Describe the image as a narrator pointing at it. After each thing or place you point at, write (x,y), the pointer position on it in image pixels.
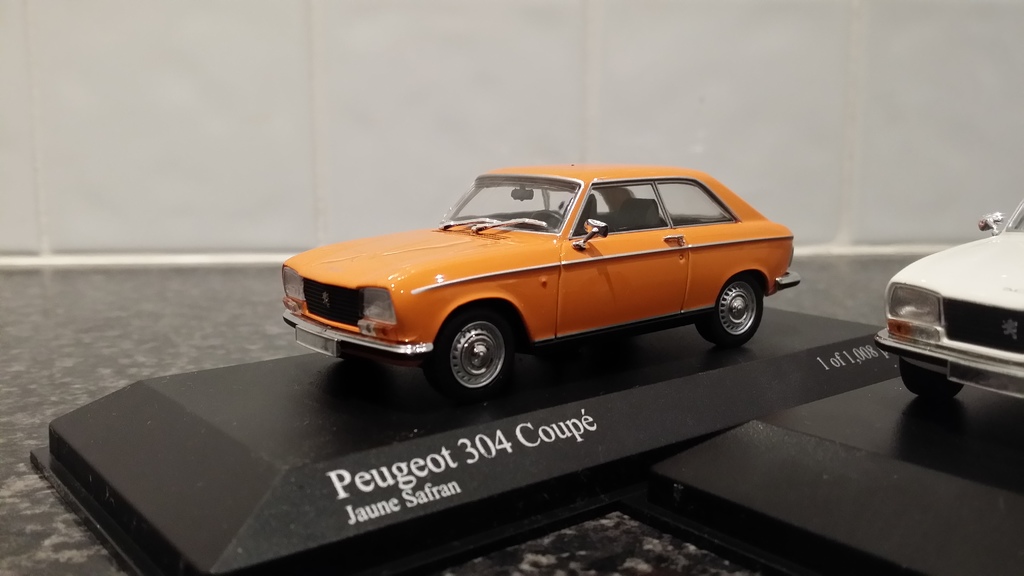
In this image there are two toy cars (622,322) on the boards (612,459), and there is blur background (182,22).
